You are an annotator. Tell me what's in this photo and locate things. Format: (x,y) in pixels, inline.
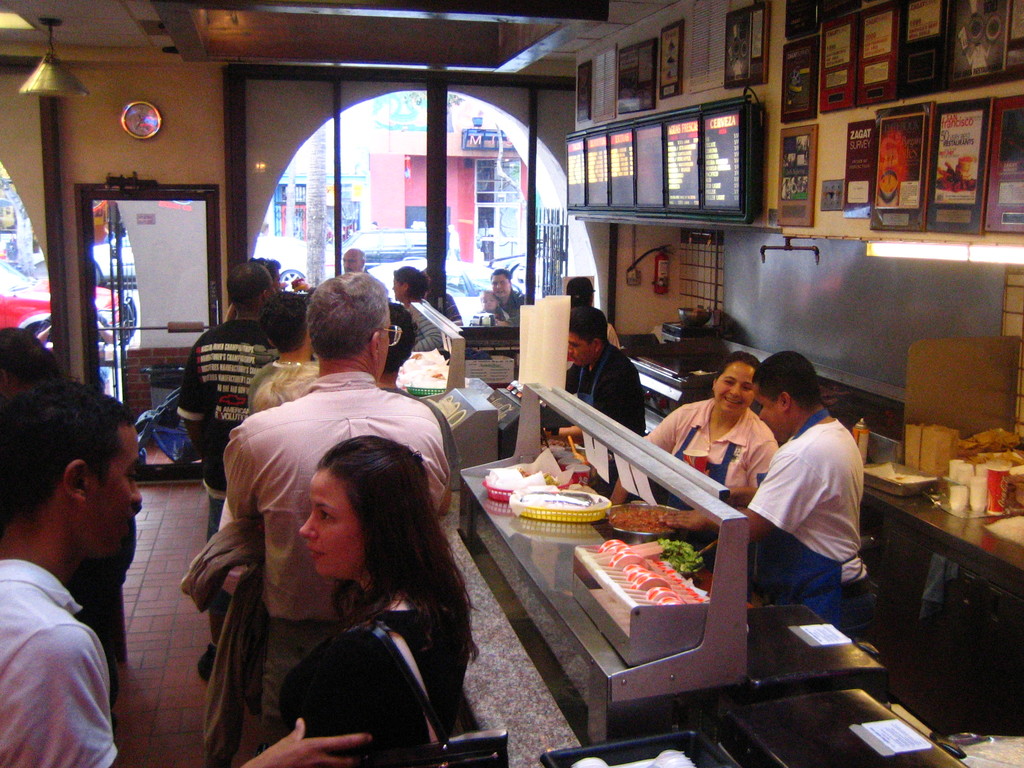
In this picture there is a inside view of the restaurant counter (912,573). In the front (413,504) there are some persons (385,412) standing in a queue. Behind there are two chefs (824,512), standing and smiling. On the top (926,64) there is a wall (835,215) with hanging photo frames (849,169) at menu board (722,204). In the background (435,166) there is a round glass window (388,252).
